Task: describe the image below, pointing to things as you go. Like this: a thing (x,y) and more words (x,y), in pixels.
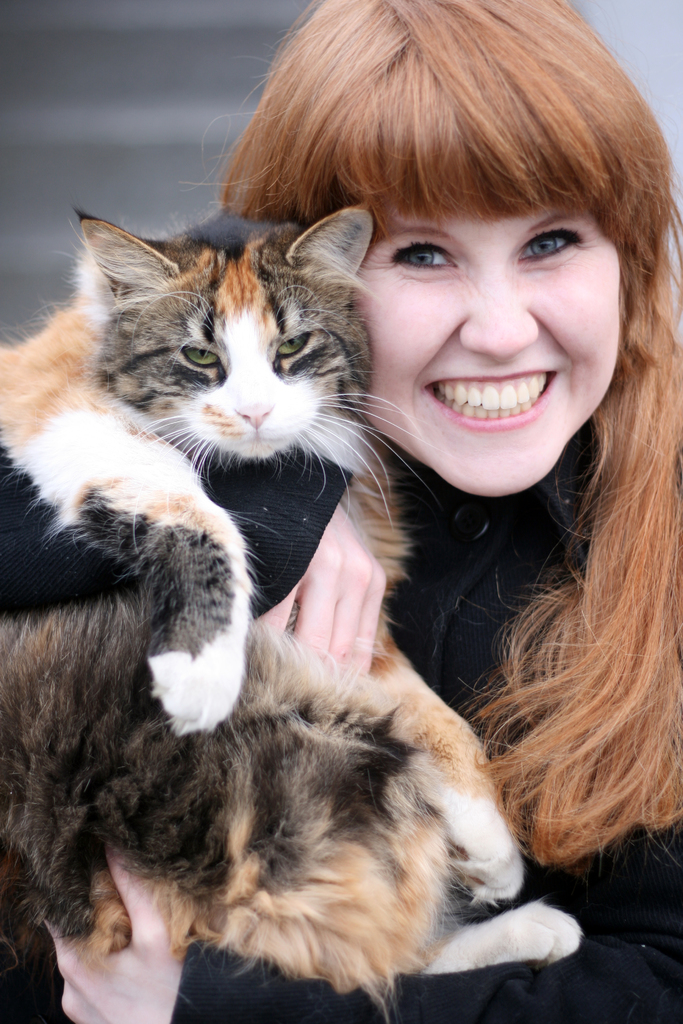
In this picture there is a woman (474,467) holding a cat (185,618) in her hands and smiling.
